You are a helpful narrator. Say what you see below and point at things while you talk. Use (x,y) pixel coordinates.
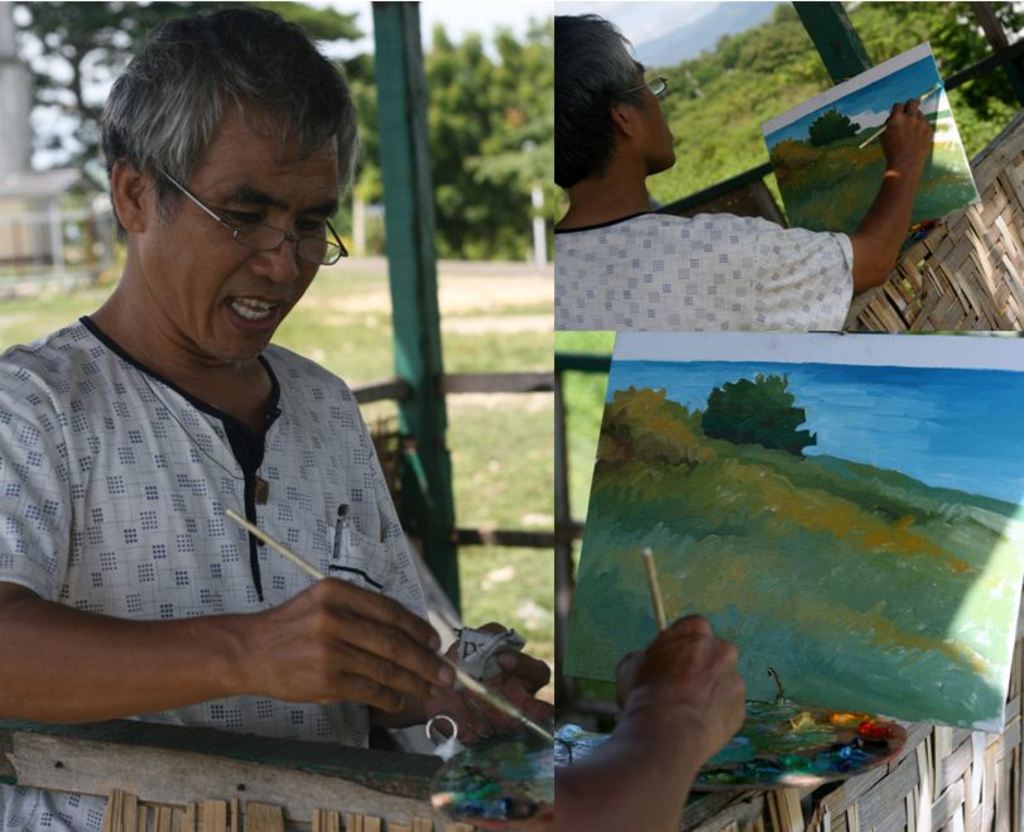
In this image I can see a person (584,125) is painting on a paper (710,599) with brush (502,703). In the background (602,689) I can see trees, fence (425,258) and the sky (636,8). This image is taken during a day.
